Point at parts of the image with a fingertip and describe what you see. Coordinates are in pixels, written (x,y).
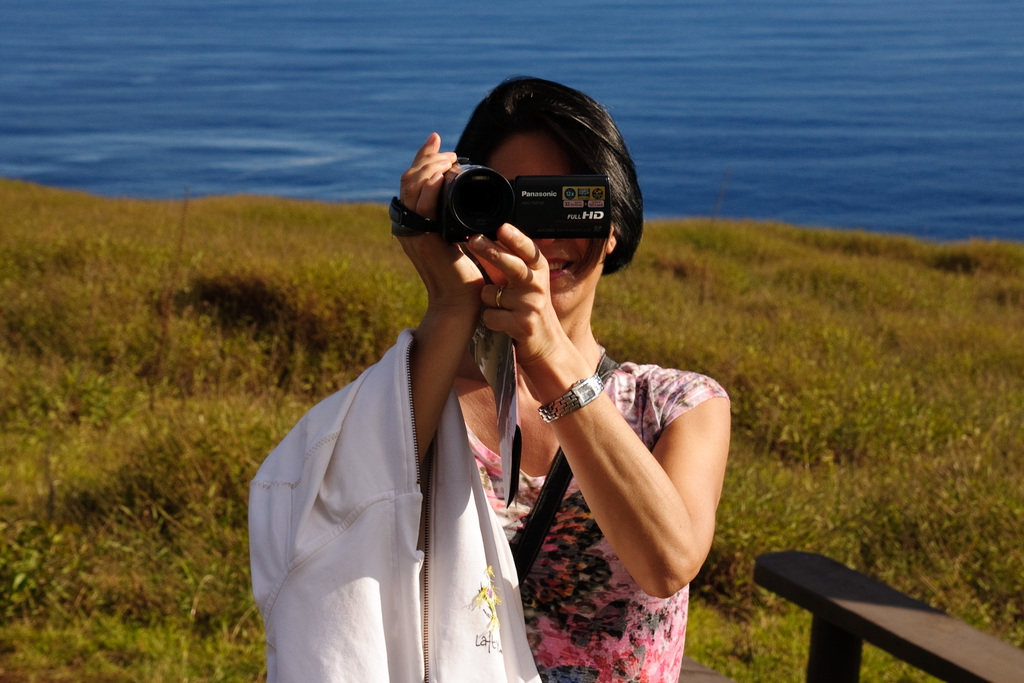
In this picture there is a lady (614,480) who is standing at the center of the image (615,434), by holding a camera (464,231) in her hands (421,204), it seems to be she is taking a photograph and there is a water (335,89) and grass (142,386) all around the area of the image.
